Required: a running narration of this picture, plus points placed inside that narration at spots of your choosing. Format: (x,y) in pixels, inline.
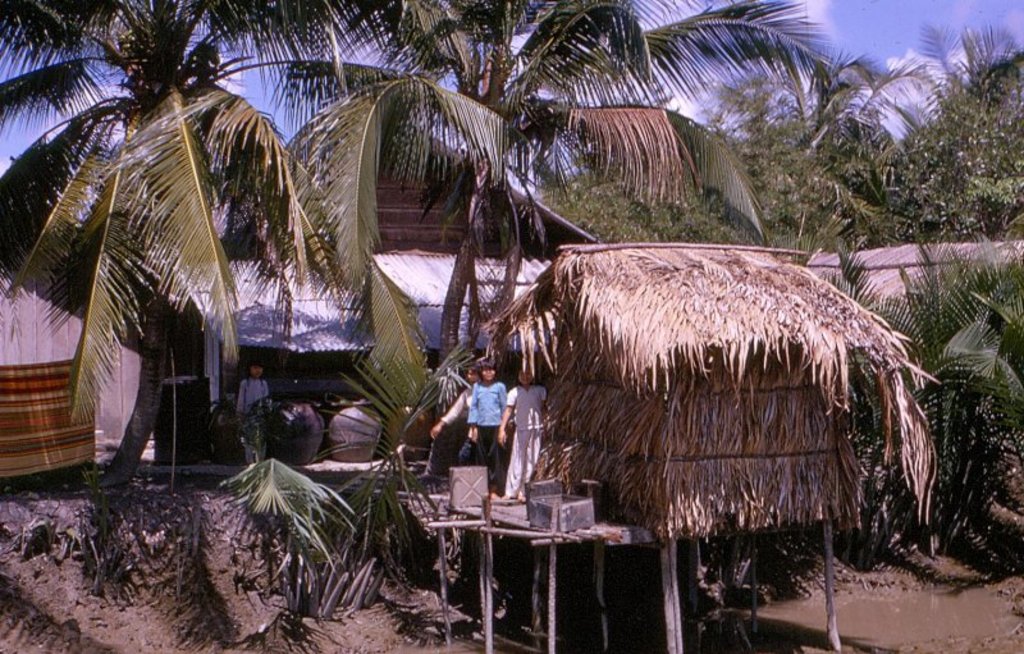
This is an outside view. Here I can see few huts (579,377) and many trees (254,183). In the middle of the image (515,425) I can see few people (488,427) are standing on a wooden plank (511,520). In the bottom right (911,620), I can see some water (887,596) on the ground (895,585). At the top of the image (894,34) I can see the sky (883,34).
